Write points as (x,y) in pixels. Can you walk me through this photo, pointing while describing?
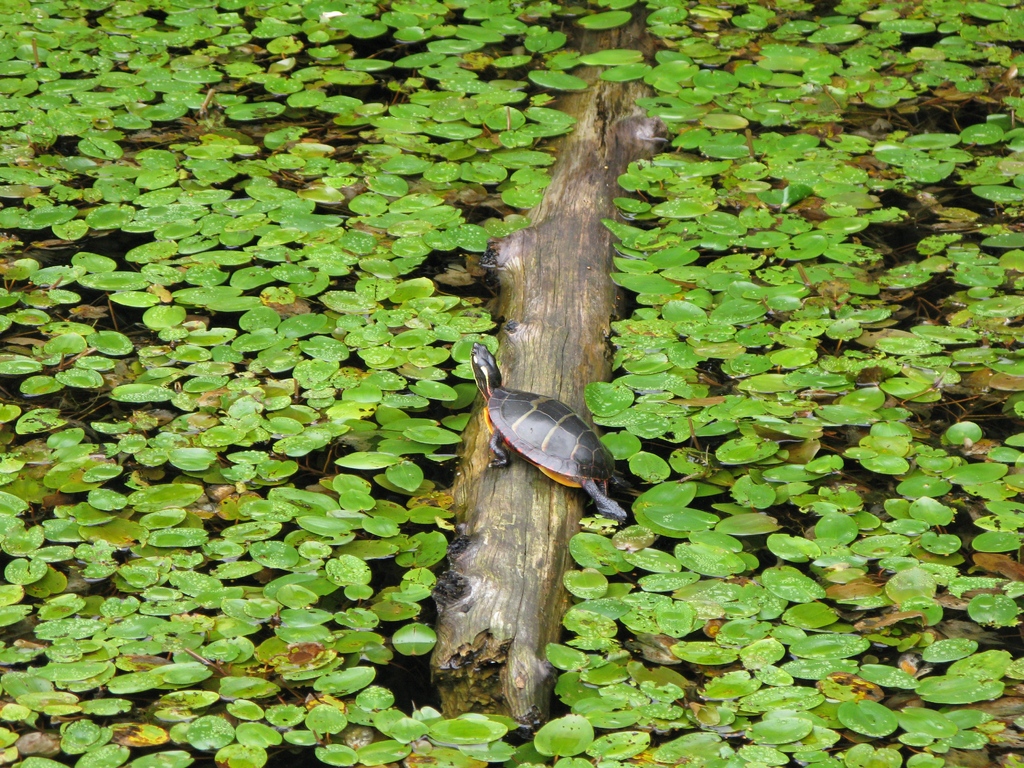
In the middle of the image (489,441) there is a tortoise (594,475) on a stem (612,96). Behind the tortoise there is water (517,35), in the water (535,135) there are some plants (863,278).
